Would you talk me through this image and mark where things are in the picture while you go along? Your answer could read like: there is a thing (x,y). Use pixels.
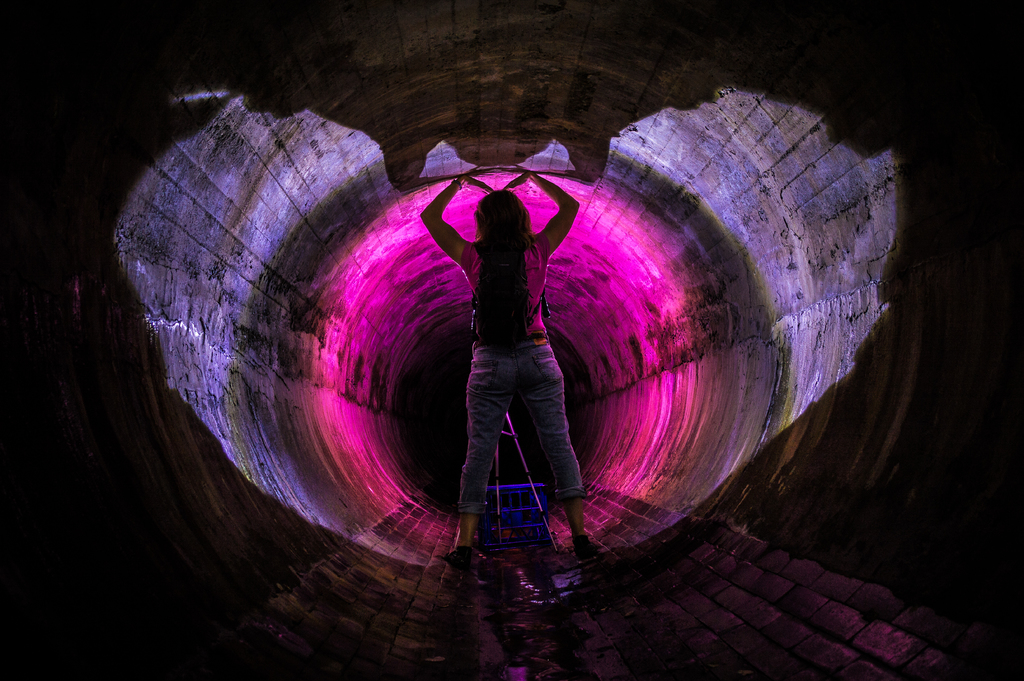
In this image, we can see person (524,355) standing inside tunnel (372,332).
